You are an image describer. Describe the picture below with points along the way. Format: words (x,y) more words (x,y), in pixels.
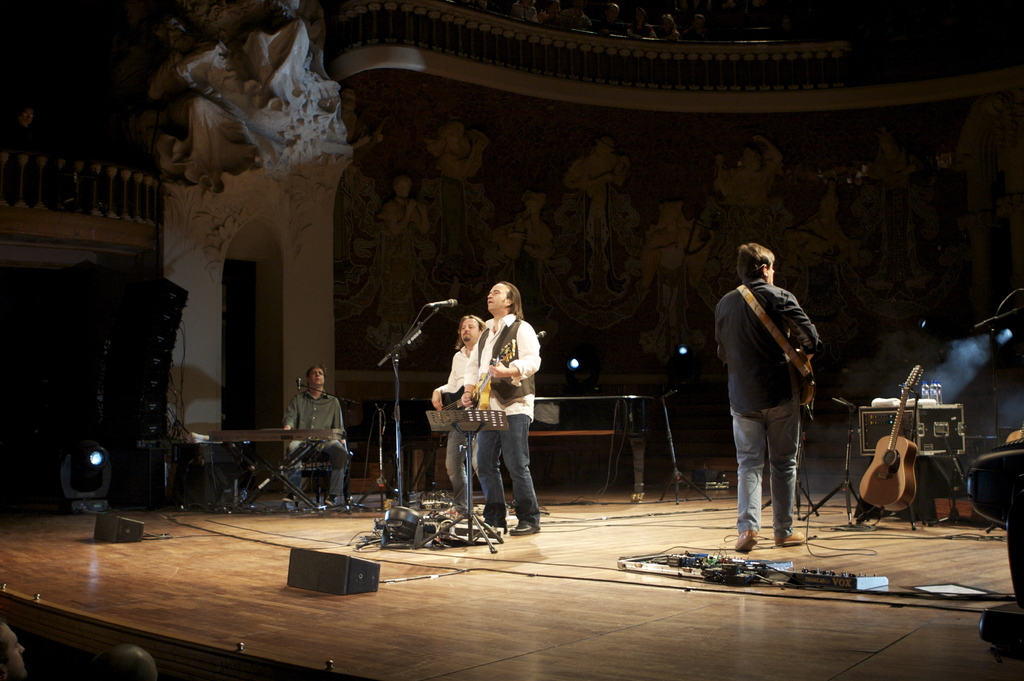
As we can see in the image there is wall (530,181), four people (516,371) on stage (543,604), guitars (892,475), mics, musical keyboards (281,435), wires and on the left side (89,180) there is fence (118,176).
